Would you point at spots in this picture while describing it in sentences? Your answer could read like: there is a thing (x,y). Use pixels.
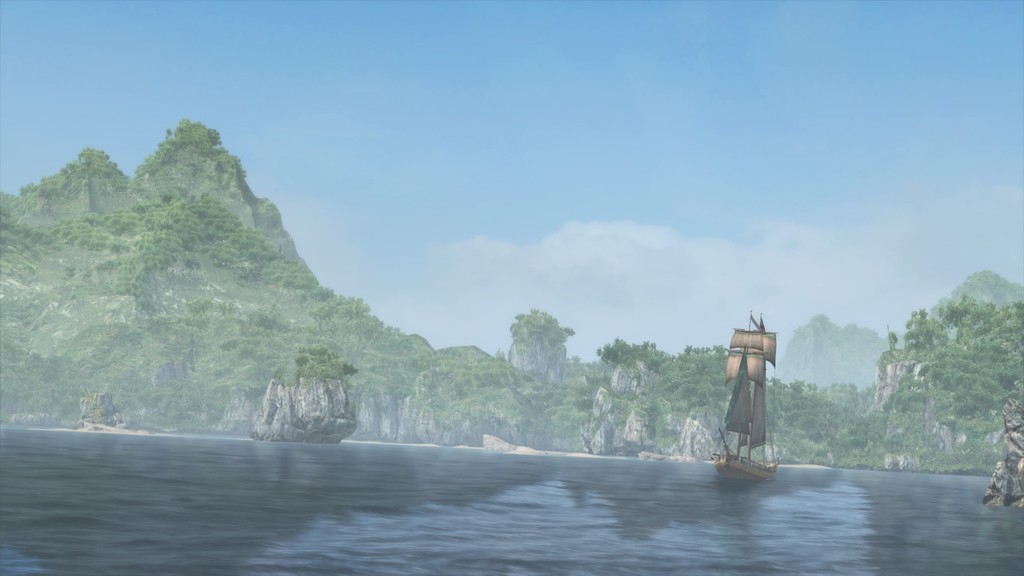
In this picture we can see a boat (724,456) and a few rocks (888,467) on the water (101,450). We can see trees (814,402), hills (412,367) and the cloudy sky (467,275).
